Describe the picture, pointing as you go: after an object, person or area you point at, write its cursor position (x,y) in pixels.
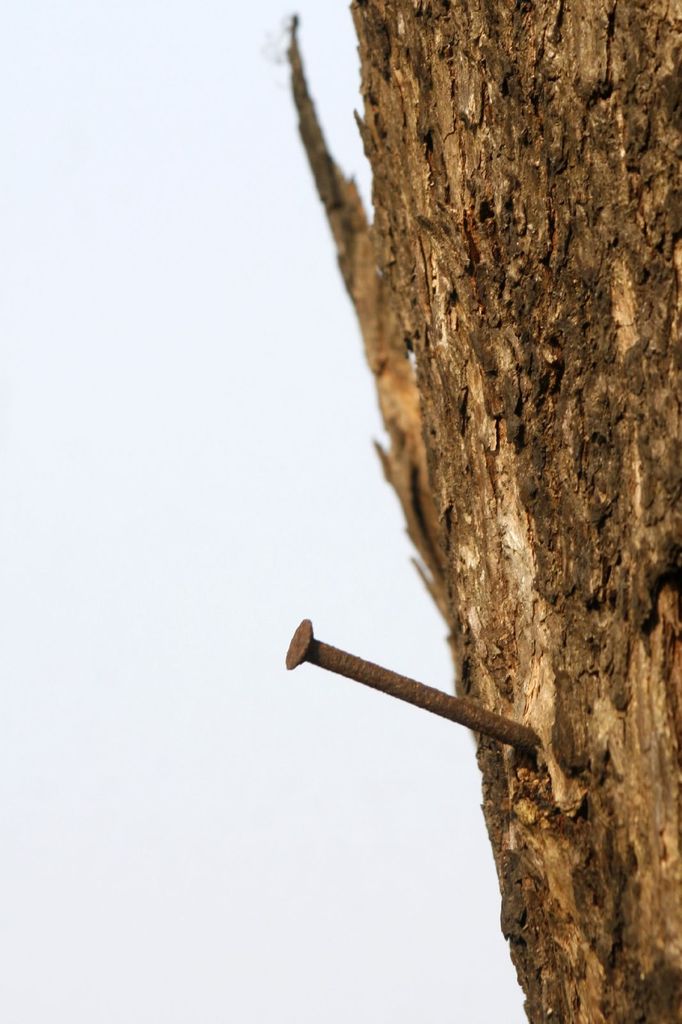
There is a brown color nail (463,711), which is inserted in the wood (427,206) of a tree (422,198). In the background (158,155), there is a sky (186,732).
